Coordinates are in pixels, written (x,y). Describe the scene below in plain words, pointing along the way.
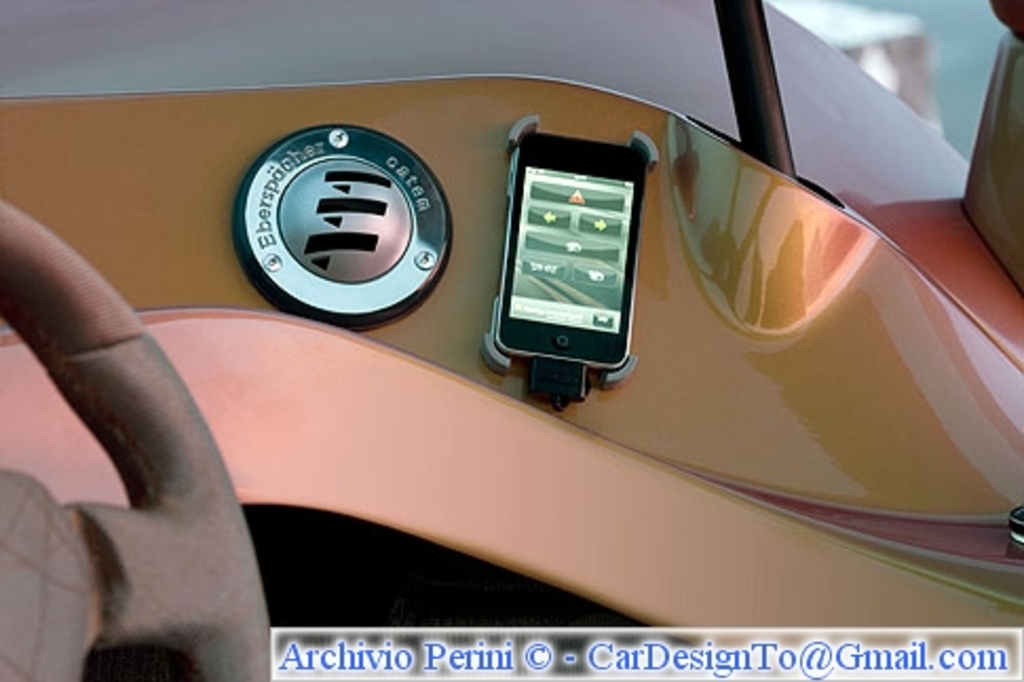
This image is taken from inside the vehicle (421,333). In this image there is a steering (161,492), mobile (553,224), button (379,222) and at the bottom of the image (572,643) there is some text (603,652).
